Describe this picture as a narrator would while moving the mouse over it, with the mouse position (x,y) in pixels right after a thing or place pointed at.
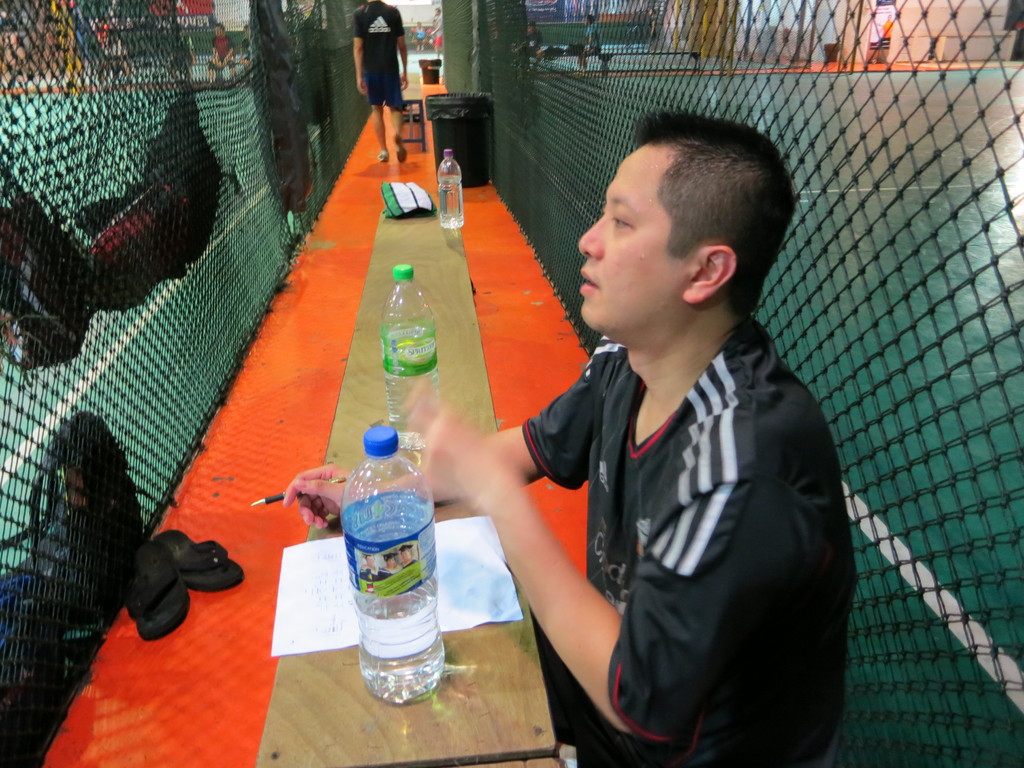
In this image I see a man (752,152) who is sitting in front of a table (510,746) and there are 3 bottles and a paper (305,585) on it. I can also see there are slippers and net (226,115) and a person (357,53) over here. In the background (51,5) I can see few people (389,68) and the wall (435,0).
